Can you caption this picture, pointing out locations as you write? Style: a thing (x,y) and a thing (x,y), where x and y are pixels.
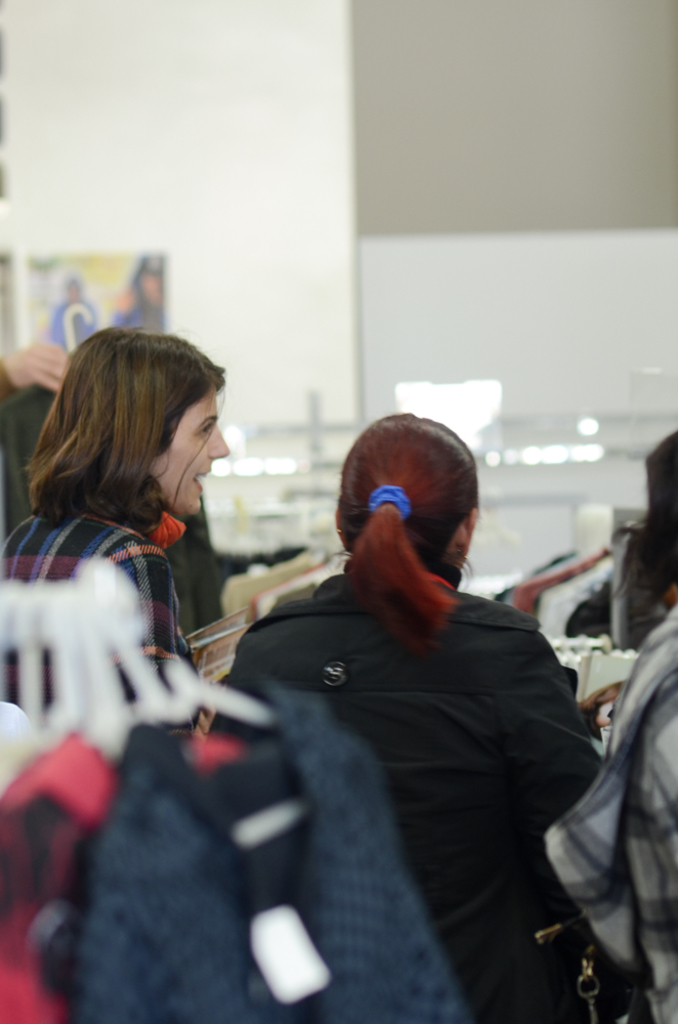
Here we can see people (409,665) and dresses (603,605). Poster (88,300) is on the wall (195,171).
